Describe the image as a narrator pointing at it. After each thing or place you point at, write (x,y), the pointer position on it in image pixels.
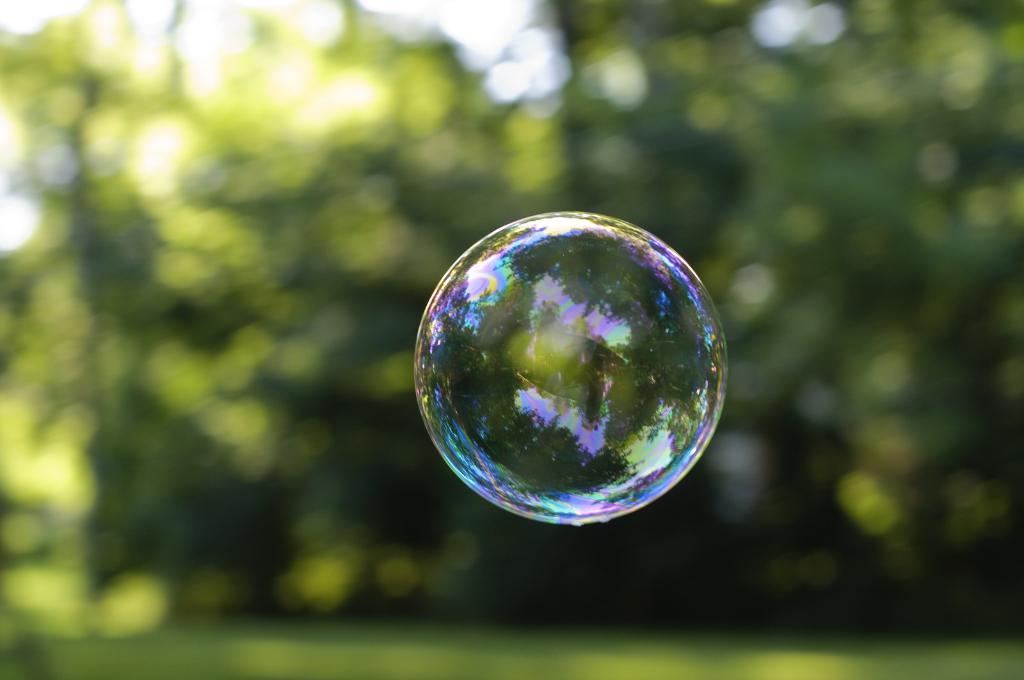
In this image there is an air bubble (560,406) in the front (574,395) and the background (295,399) is blurry.
